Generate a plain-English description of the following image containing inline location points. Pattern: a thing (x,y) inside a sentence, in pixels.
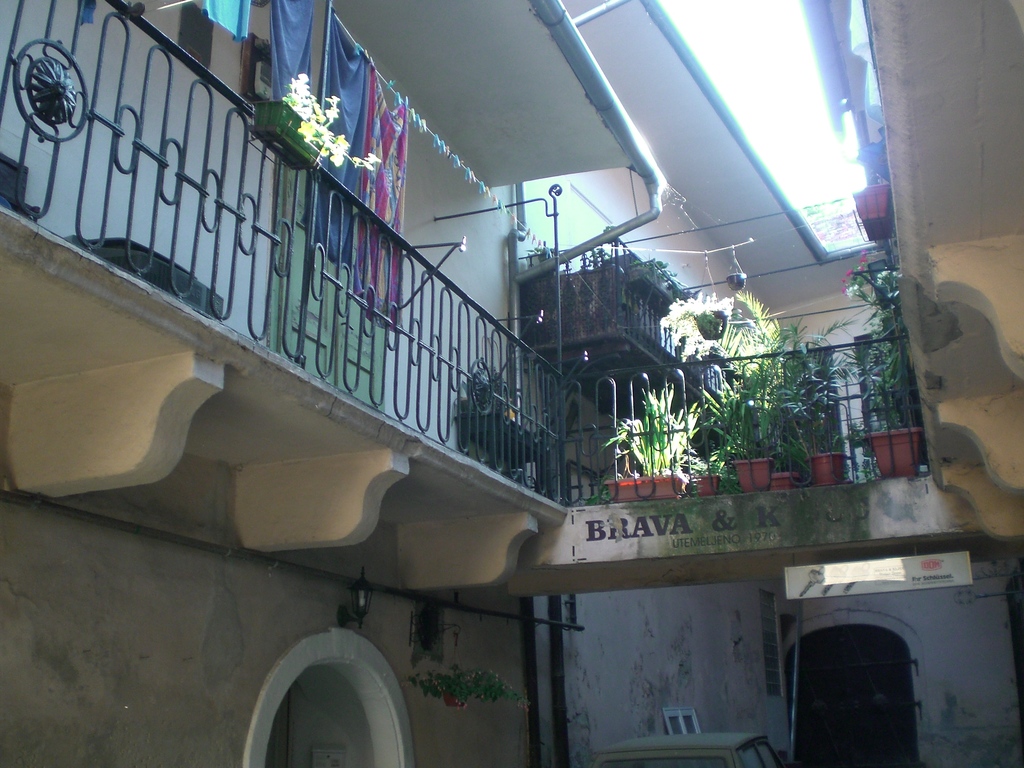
In this picture we can see a building (331,587), fence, house plants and clothes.
